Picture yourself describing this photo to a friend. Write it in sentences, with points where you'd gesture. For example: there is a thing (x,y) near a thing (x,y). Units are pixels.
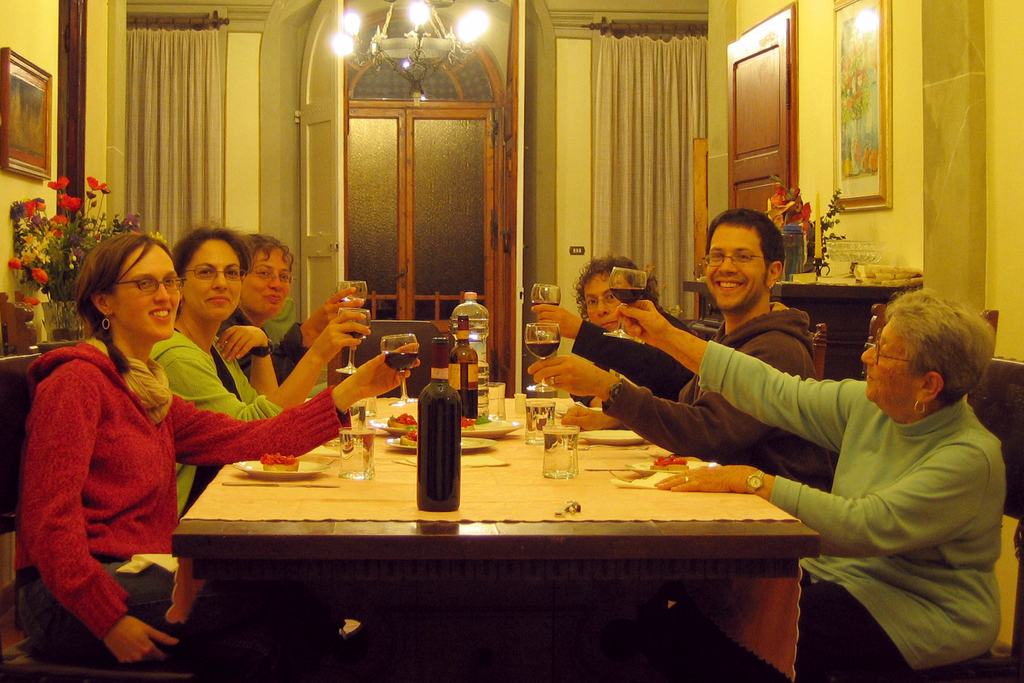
This picture shows a group of people (336,305) seated and holding wine glasses (348,371) in their hands (563,419) and we see bottles (481,352) and plates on the table (782,576) and we see a photo frame (838,29) on the wall (898,48) and few curtains (156,182).
